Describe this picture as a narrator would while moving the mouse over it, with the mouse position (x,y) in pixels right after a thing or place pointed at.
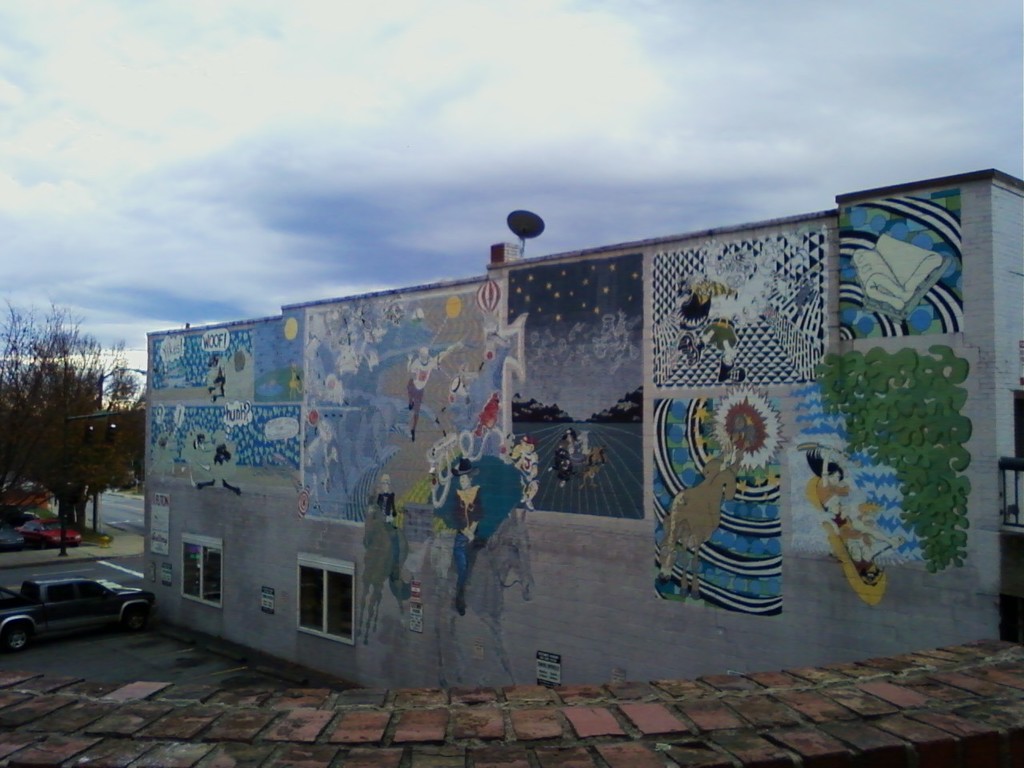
In this picture I can see there is a car (95,595) to the left (64,601), there is a building (606,498) on right side (790,486) with some paintings (244,468), there are few more cars (76,541) to the left side (51,530), there are few trees (73,383) and the sky (485,167) is cloudy.
